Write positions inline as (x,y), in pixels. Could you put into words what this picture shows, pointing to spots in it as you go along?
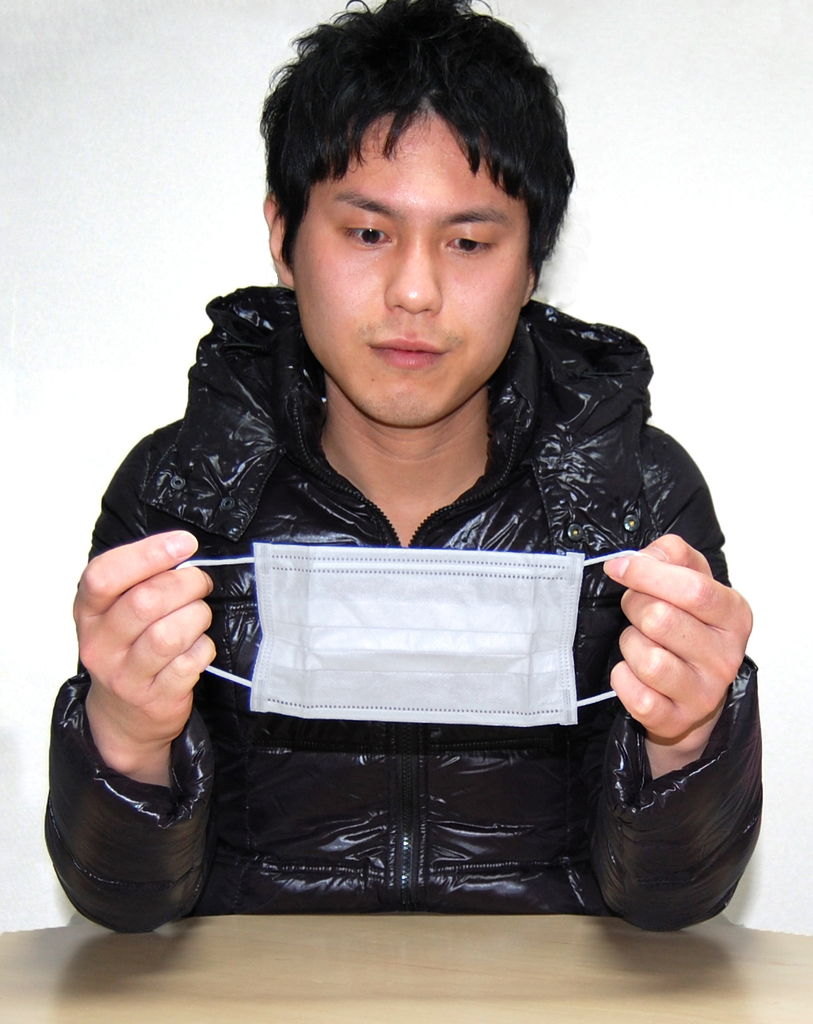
In the center of the image (376,509) there is a person (221,666) sitting at the table (346,926). In the background (59,274) there is wall (663,55).
